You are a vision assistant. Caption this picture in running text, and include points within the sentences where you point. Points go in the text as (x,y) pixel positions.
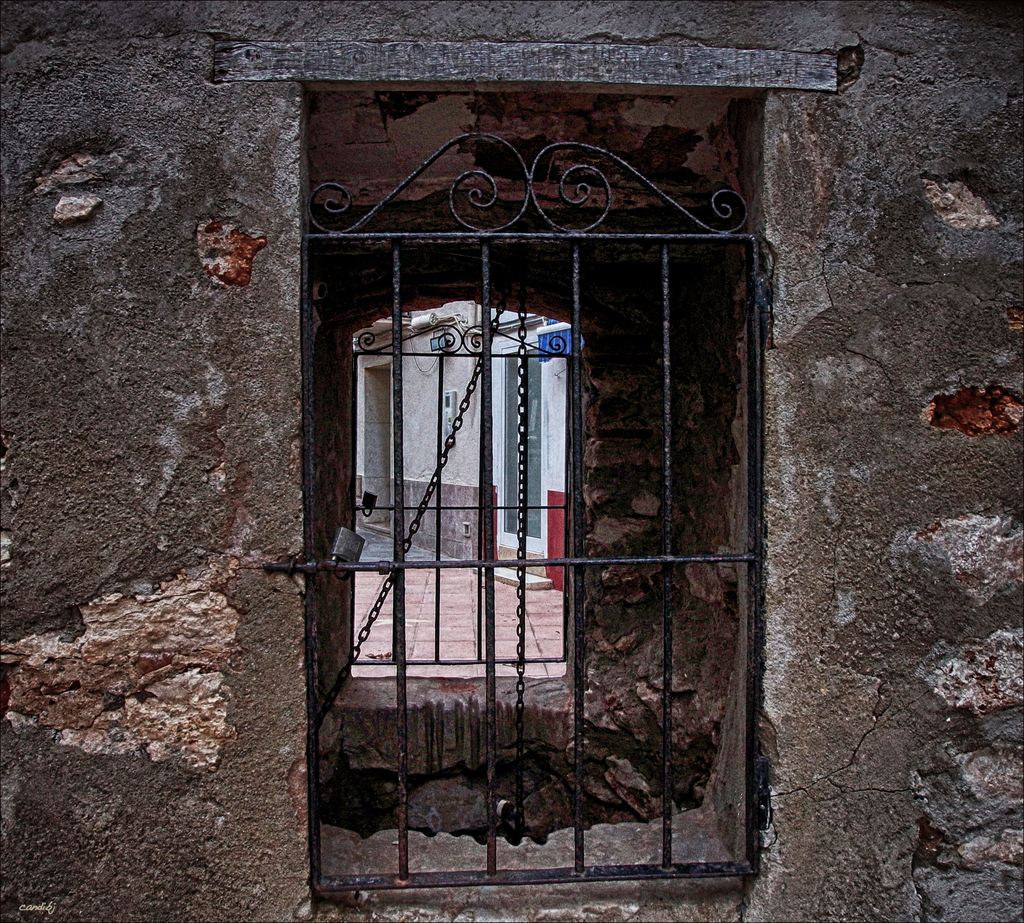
In this image we can see a house (541,685), there is a window (479,574) and the gate (490,497), through the window (506,358) we can see the building (498,485) and a board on the wall (411,439).
